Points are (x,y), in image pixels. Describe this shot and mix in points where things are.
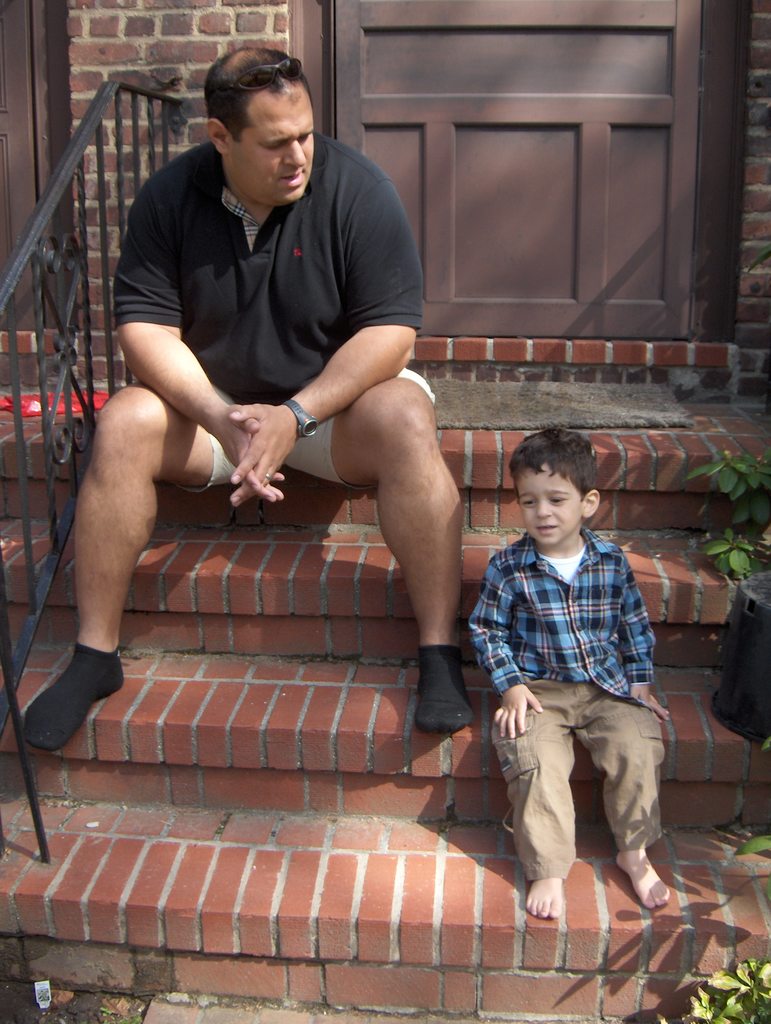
Here in this picture we can see a man (300,294) and a child (589,509) sitting on steps (494,819) in front of a house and behind them we can see a door (536,243) and on the side we can see a railing (76,275) present and we can see plants (755,966) present on the right side (759,989).
